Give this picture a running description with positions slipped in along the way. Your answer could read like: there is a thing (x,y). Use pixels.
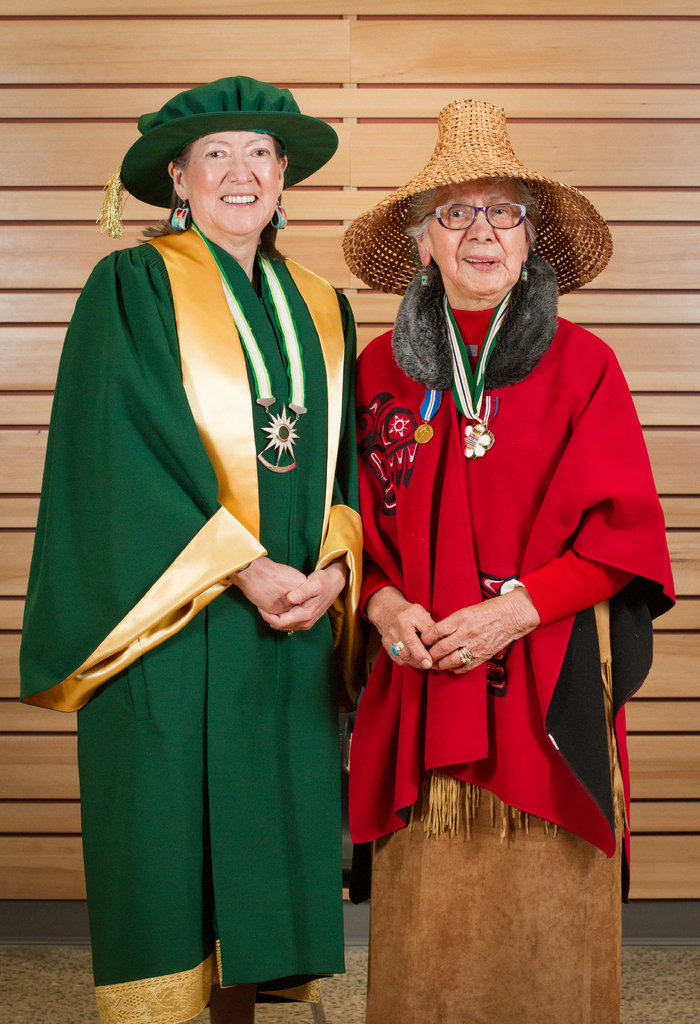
There are two ladies (430,573) standing and wearing hats (193,124). They are wearing tag (254,364) with pendants (424,437). Lady (465,423) on the right (479,410) is wearing a specs (467,215). In the back (415,124) there's a wall (672,660).
